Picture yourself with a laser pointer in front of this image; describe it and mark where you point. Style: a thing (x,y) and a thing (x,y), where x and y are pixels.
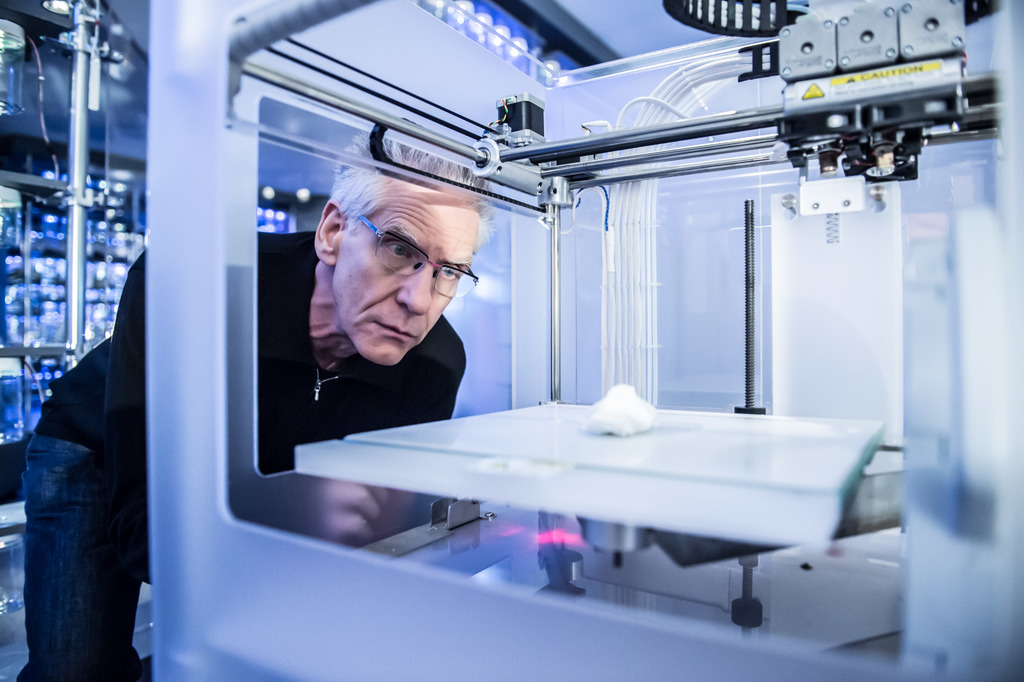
In this picture I can see the inside view of a 3D printer (586,134). In the front of this picture (371,25) I can see an equipment (417,128) and behind I can see a man (398,225) who is wearing a shirt (291,273) and jeans (62,560). In the background (13,573) I can see few more equipment (101,13).
